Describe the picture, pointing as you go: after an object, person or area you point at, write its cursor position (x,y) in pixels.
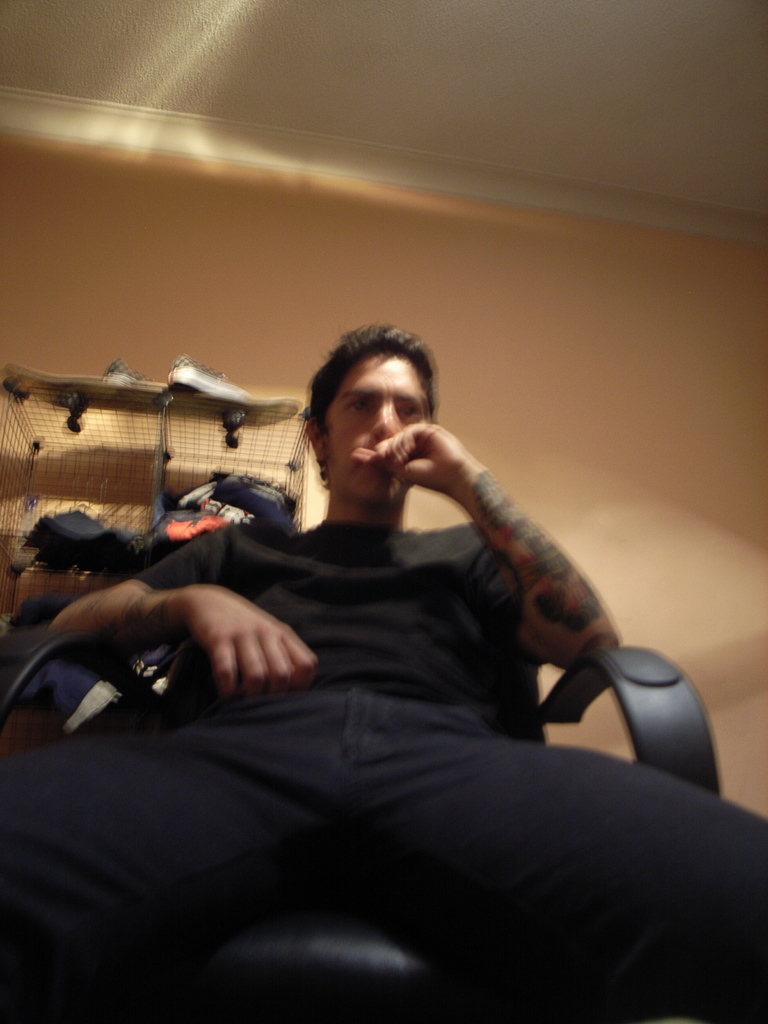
In this picture we can see a man (266,559) who is sitting on the chair (296,973). On the background (494,237) there is a wall (614,369).
